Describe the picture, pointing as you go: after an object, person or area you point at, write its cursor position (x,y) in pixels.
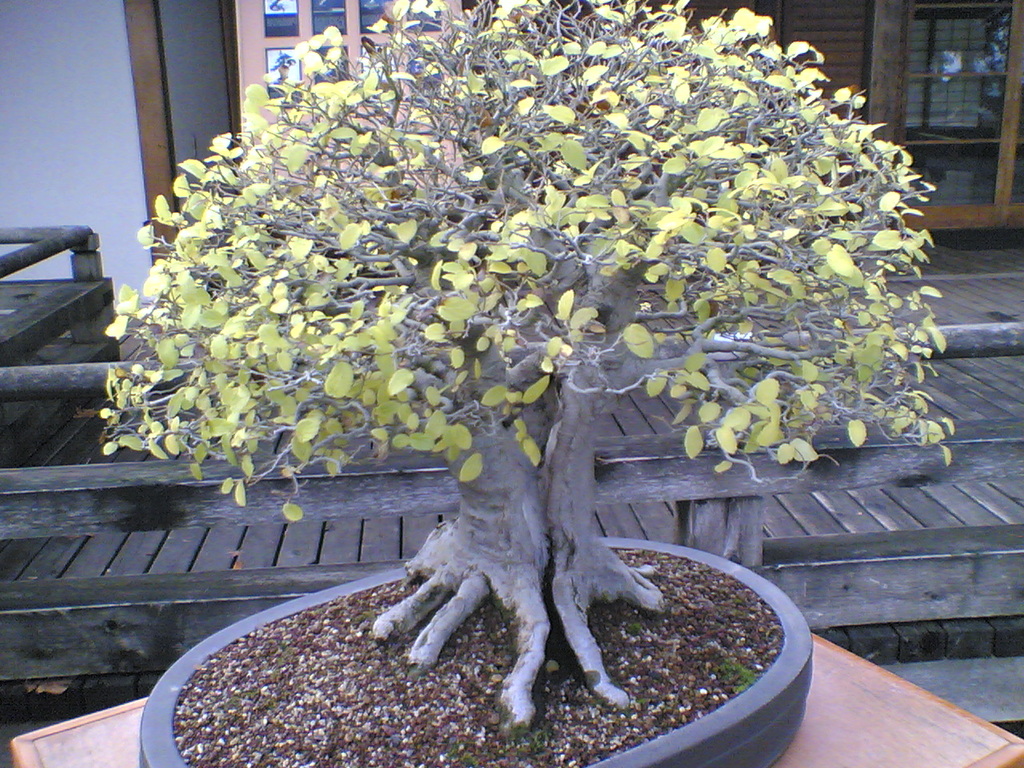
In the background (107,138) we can see the wall (69,155), glass (963,114), in a black holders (293,17) it seems like there are magazines (378,14). In this picture we can see the wooden platform (983,380), wooden railing (867,447). At the bottom portion of the picture (798,668) we can see a pot (718,729) is placed on a wooden table (939,758). This picture is mainly highlighted with a bonsai tree (522,703).
